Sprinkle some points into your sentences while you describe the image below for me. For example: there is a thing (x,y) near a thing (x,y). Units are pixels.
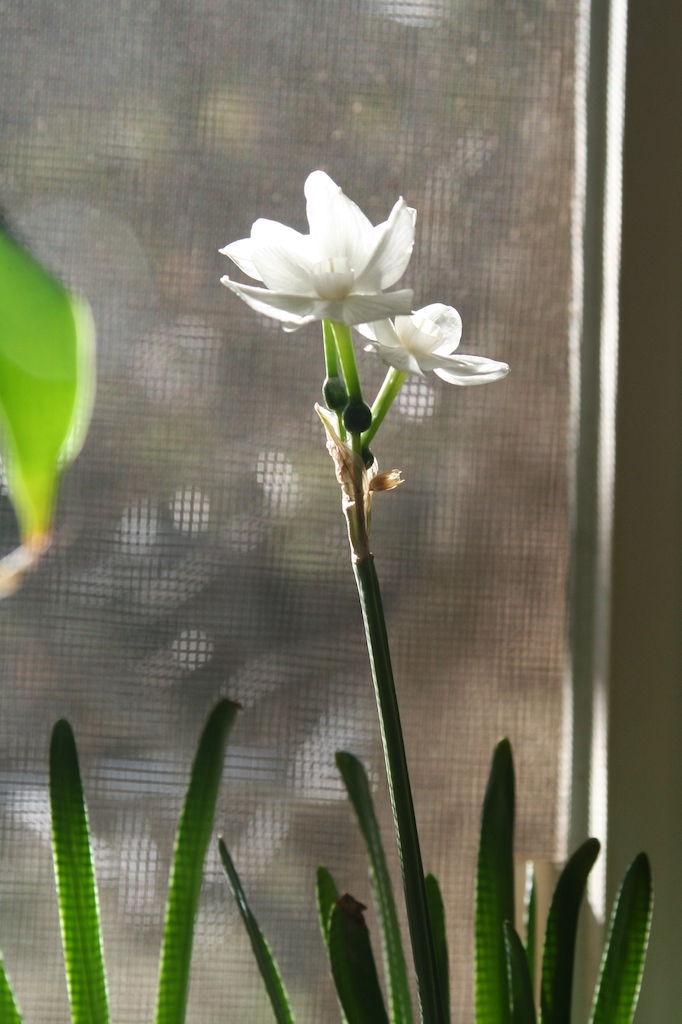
In this picture, in the middle (335,383), we can see a plant (354,437) with white flower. On the left side (35,288), we can see a leaf (2,375). In the background (174,389), we can see a net fence (567,129), at the bottom (444,1013), we can see a plant (73,798).
